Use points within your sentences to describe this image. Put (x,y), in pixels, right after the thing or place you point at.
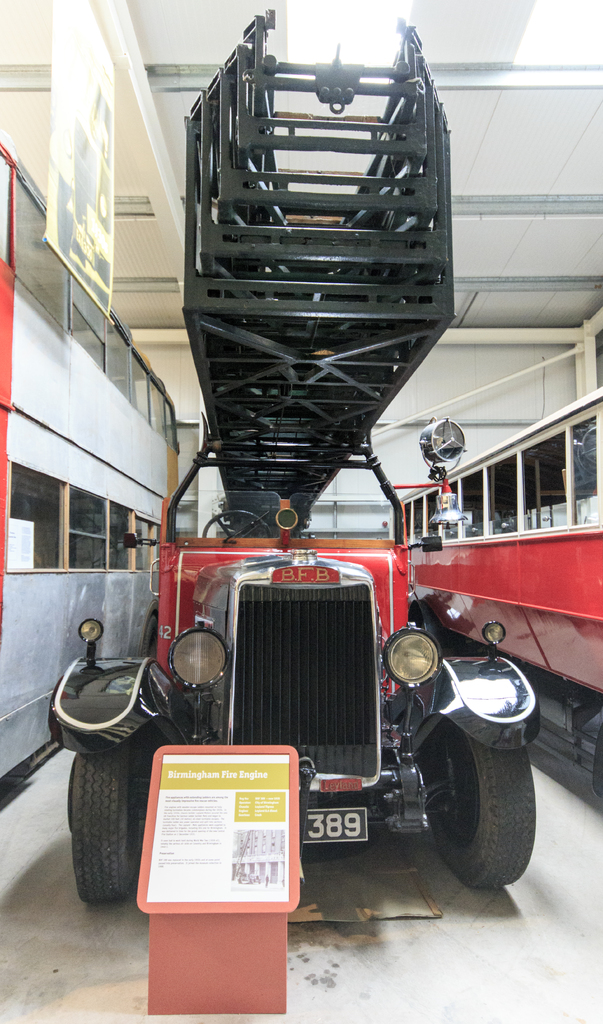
There is a vehicle (241,575) in the foreground (235,579) and a poster (265,798) at the bottom side (207,839), it seems like glass windows (562,503) on both the sides, there is a poster (102,88) and a roof (372,52) at the top side (473,36).
